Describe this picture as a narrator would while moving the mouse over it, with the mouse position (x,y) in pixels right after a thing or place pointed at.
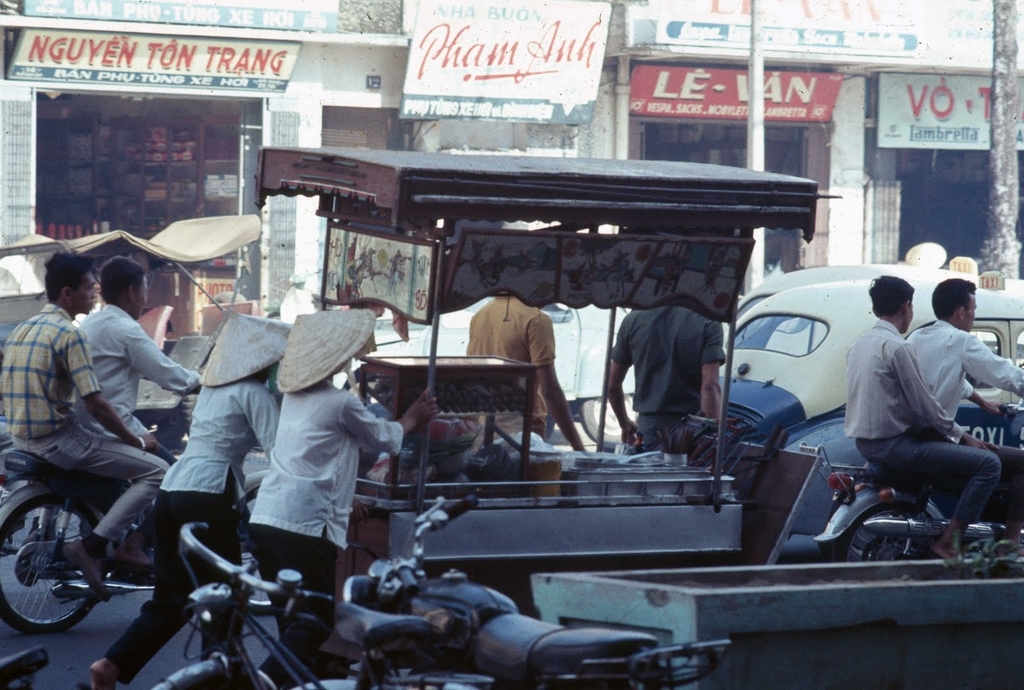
Here we can see vehicles (843,305) on the road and there are few persons (909,434) riding on the bikes (104,477) and two persons (318,472) are pushing a cart (527,437) in which we can see some items (439,417) and at the bottom (512,689) we can see a bicycle (411,668) and a bike (438,664) and a plant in a pot (835,627). In the background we can see stores (329,131), hoardings (544,89) on the wall (823,248), pole (762,252) and some other objects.
